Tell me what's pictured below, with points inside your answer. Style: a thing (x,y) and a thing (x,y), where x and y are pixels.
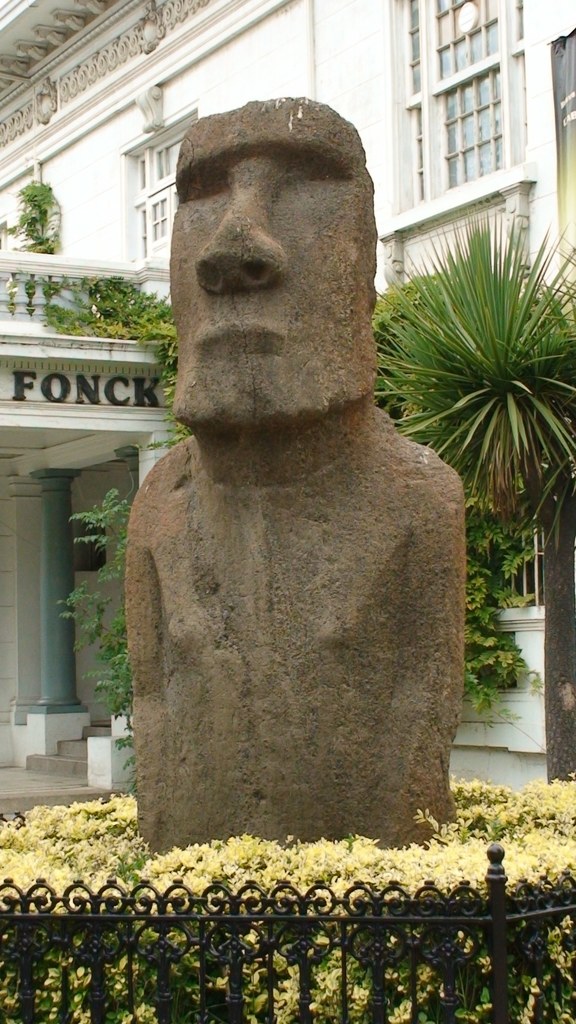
Here we can see a sculpture (389,568), plants (88,869), and a fence (529,913). In the background (112,178) we can see a building (83,766).
